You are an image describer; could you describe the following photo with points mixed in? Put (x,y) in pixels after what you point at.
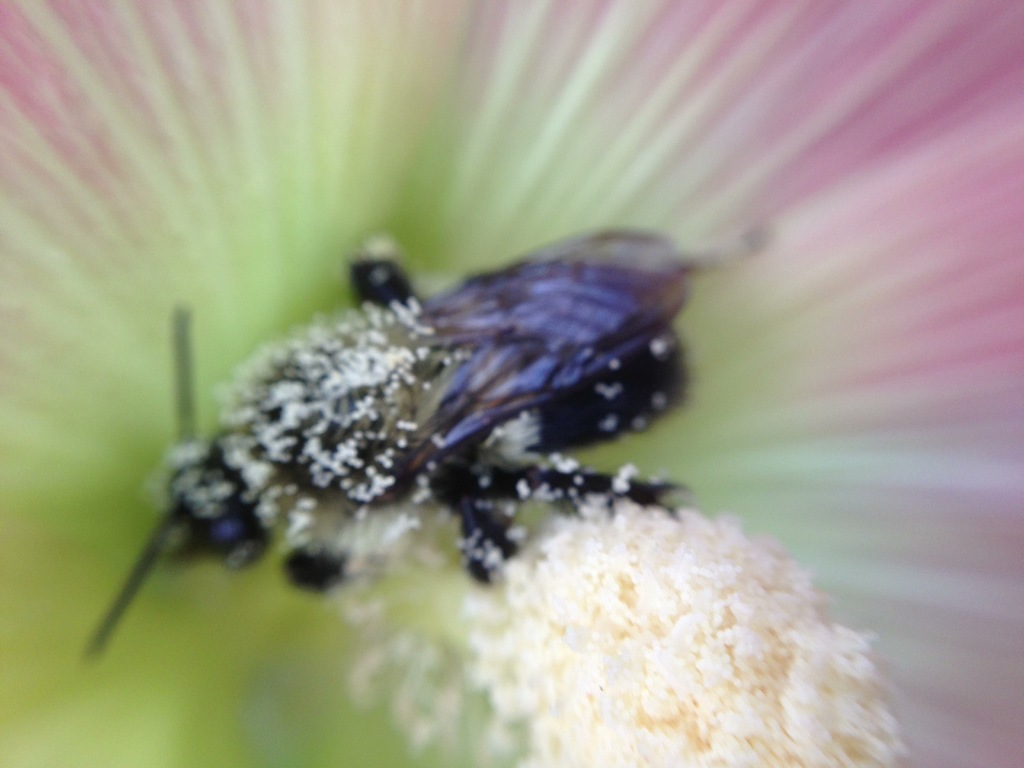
In this picture I can observe an insect (355,398) in the middle of the picture (522,496). This insect (398,389) is in black color. In the bottom of the picture (592,548) I can observe flower (286,230). The background (150,242) is blurred.
